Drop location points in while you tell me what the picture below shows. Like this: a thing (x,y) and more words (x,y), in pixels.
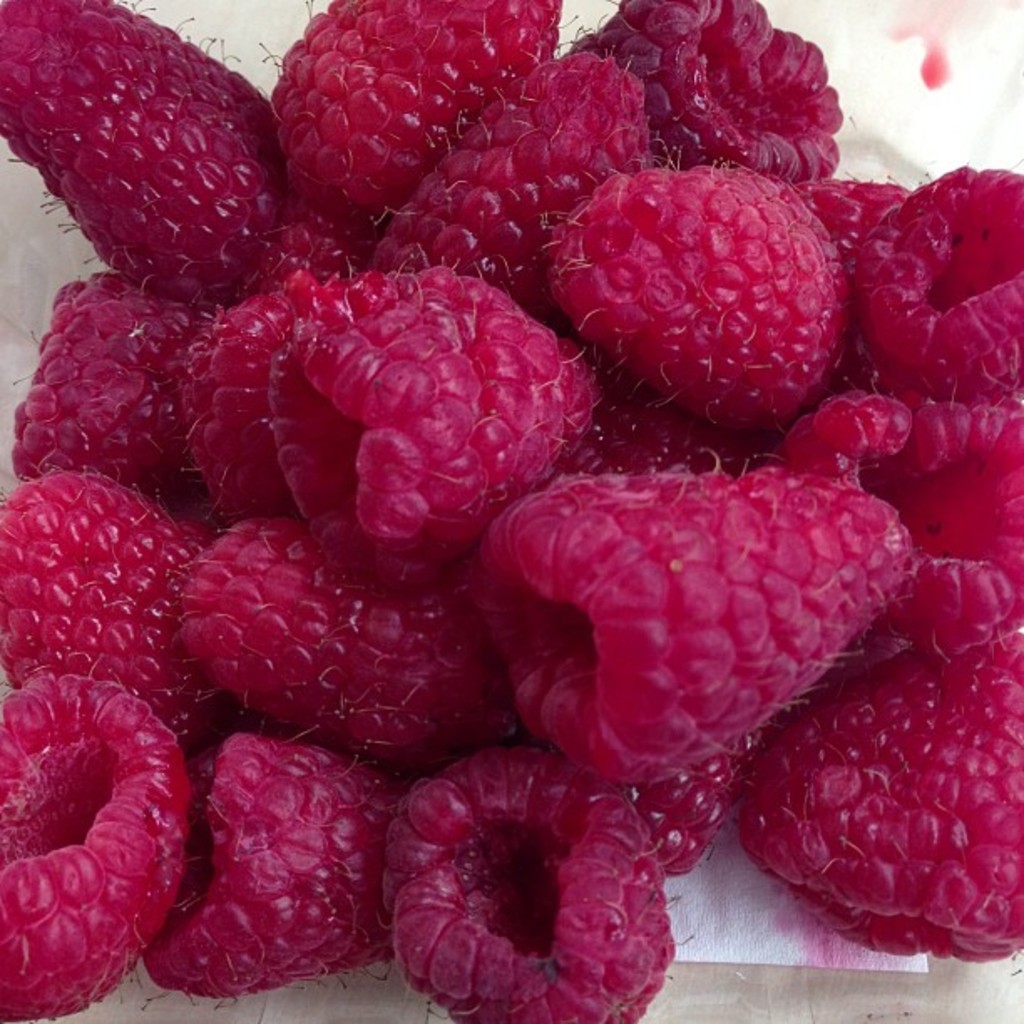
In this image I can see some berry (613,475) on the white surface (763,957).
